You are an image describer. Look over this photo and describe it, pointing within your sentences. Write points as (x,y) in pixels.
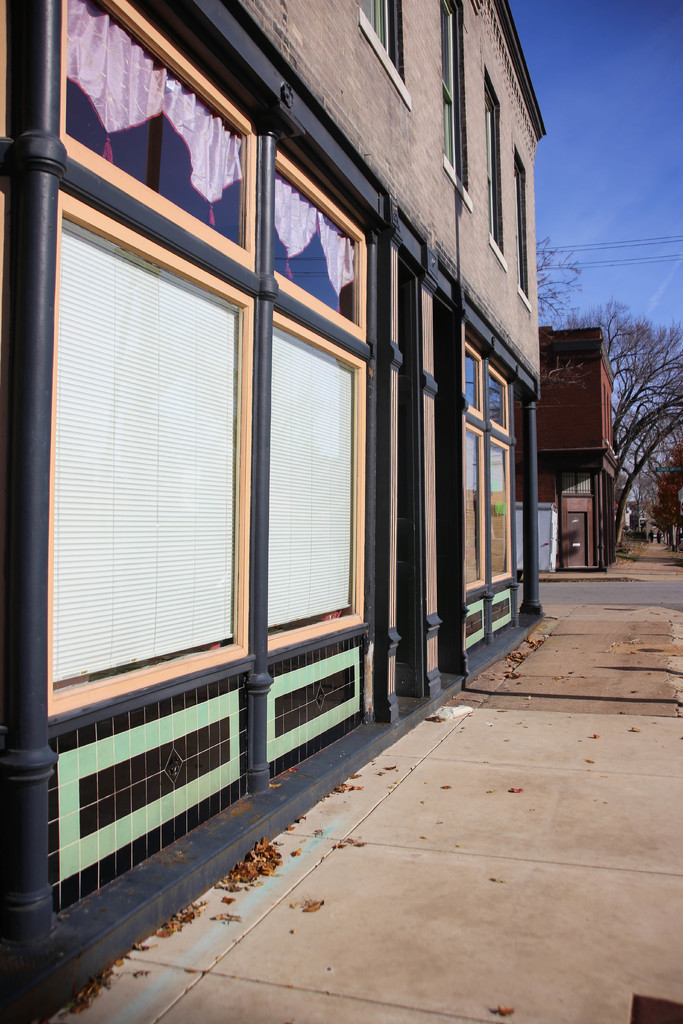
In this picture we can see the footpath (592,609), road (629,584), trees (656,413), buildings (365,426), curtains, windows (322,200), some objects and in the background (622,236) we can see the sky (603,210).
